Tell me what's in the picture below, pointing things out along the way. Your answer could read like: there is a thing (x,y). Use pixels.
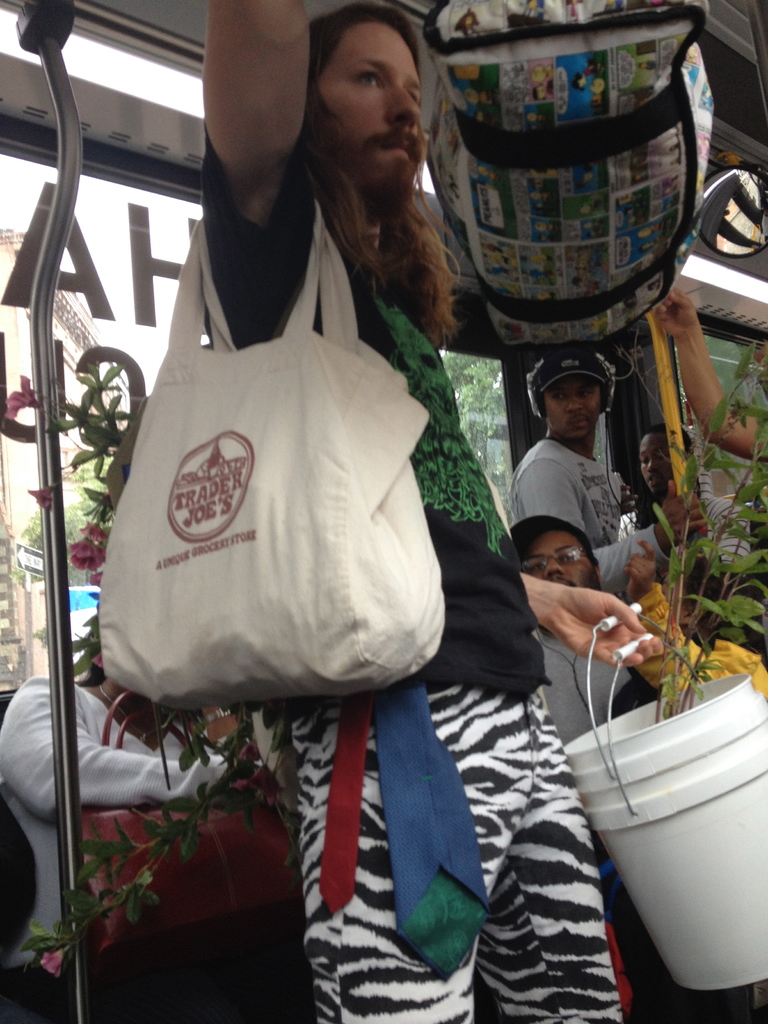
Here we see a man (325,961) holding a bag (524,79) in his hand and he wore a hand bag (322,381) and he hold buckets (761,798) and a plant (700,667) in his hand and we see few people (195,786) seated and a person (544,498) standing by holding a rod (666,397).
